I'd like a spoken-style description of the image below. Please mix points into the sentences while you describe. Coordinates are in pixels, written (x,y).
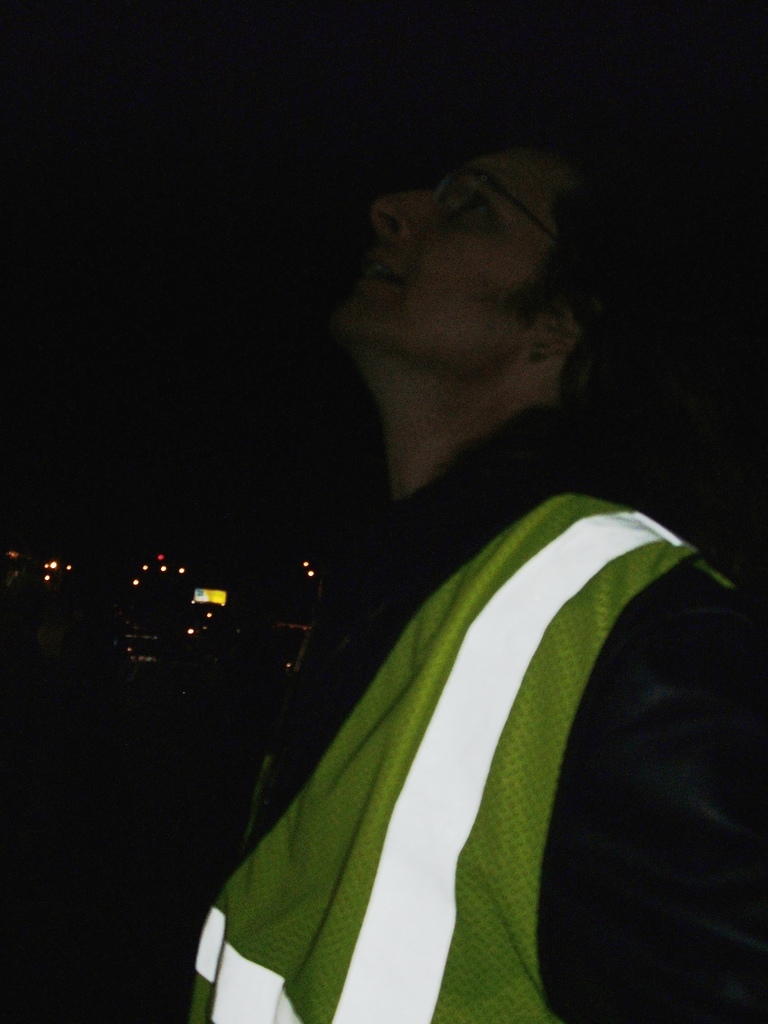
In this picture I can see a man (591,247) in front (265,1019) and I see that he is wearing green, white and black color top (395,645). I see that it is dark in the background (266,492) and I can also see few lights (222,599).
